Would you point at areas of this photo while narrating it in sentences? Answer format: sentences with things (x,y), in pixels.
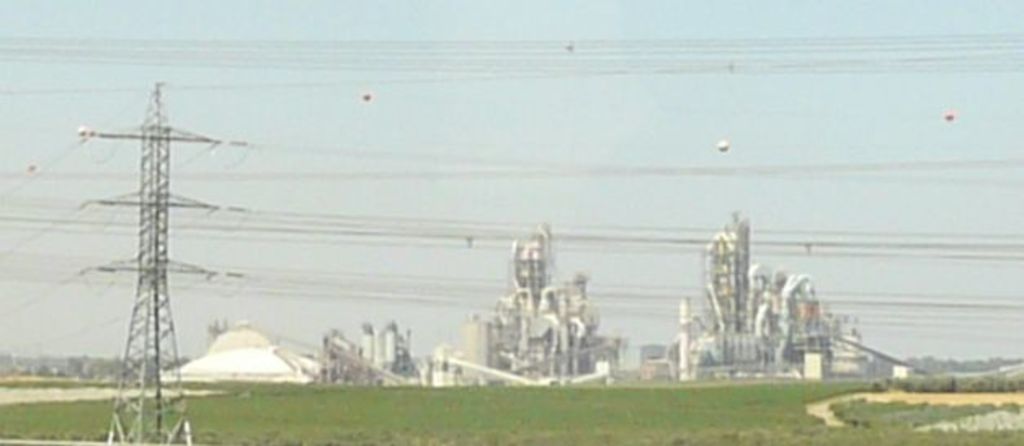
In this picture I can see a tower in front and I can see number of wires (964,234). In the background (354,412) I can see the grass (308,387) and I see few buildings (531,314). I can also see the clear sky (560,131).
